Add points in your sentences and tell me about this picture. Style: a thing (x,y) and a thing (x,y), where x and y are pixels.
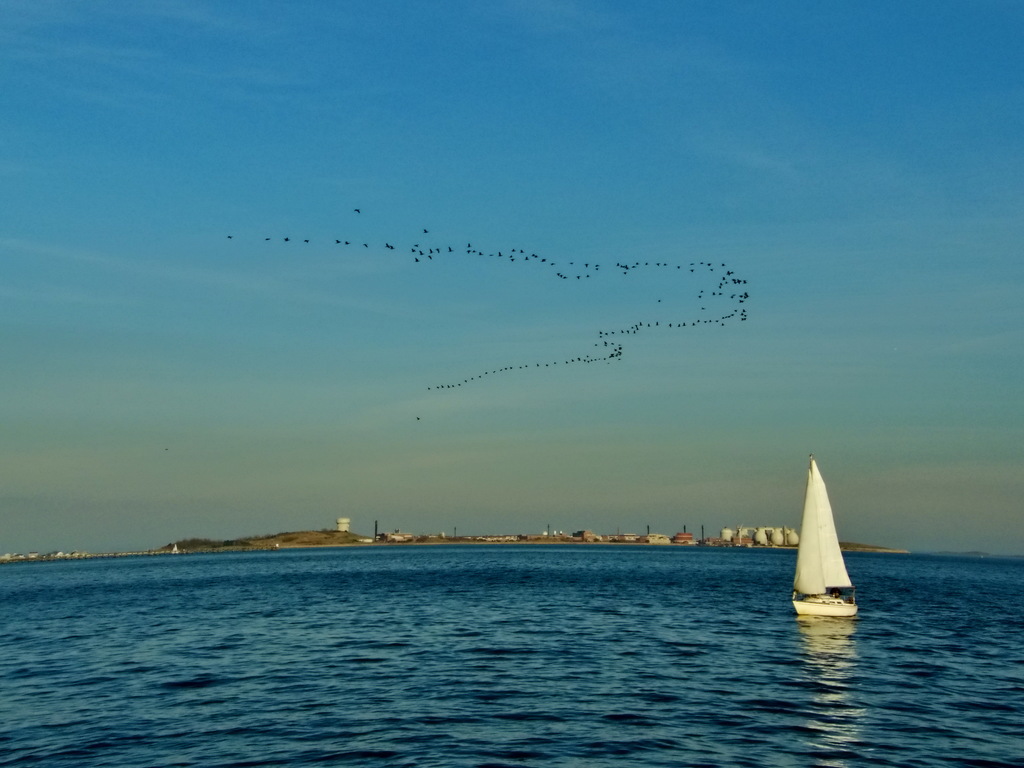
In this image I see the water (530,623) and I see a white color boat (813,571) over here and in the background (772,500) I see the sky (739,25) which is clear and I see number of birds (437,251) over here and I see the land (492,535) over here.
